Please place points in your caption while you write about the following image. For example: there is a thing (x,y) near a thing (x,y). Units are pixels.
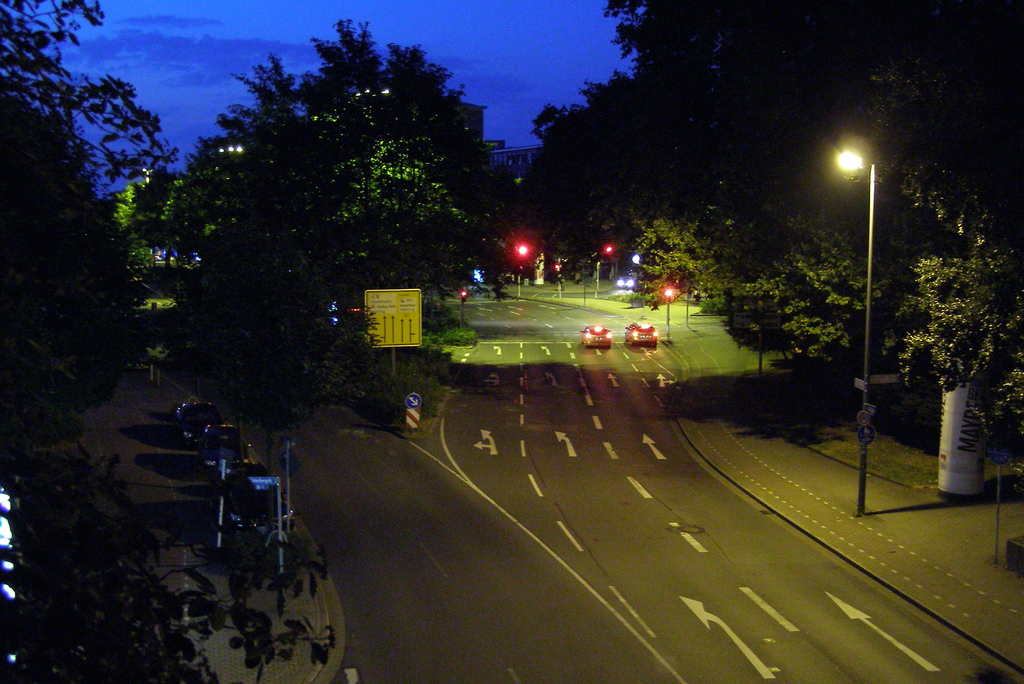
In this image, there is an outside view. There are some trees (327,279) beside the road (657,345). There are cars (649,330) in the middle of the image (605,335). There is a sky (435,28) at the top of the image (510,69). There is a pole (865,357) on the right side of the image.
